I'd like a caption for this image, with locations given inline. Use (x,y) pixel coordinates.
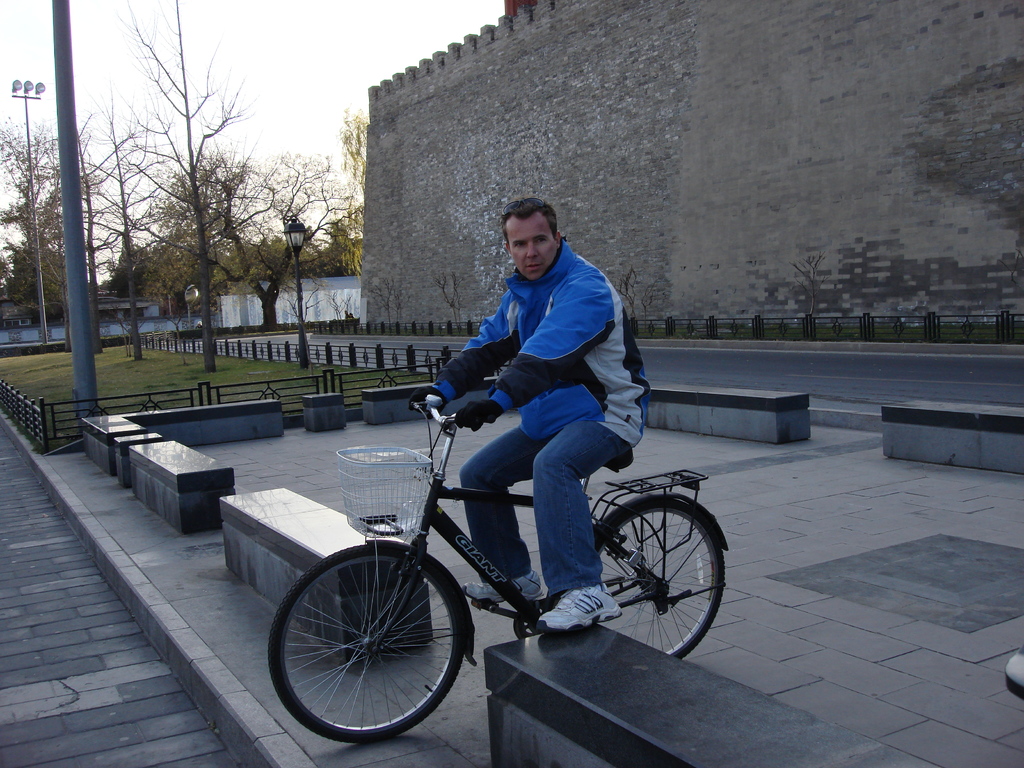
a person (526,413) is riding a bicycle (447,494) on the road (677,466) there are many benches (779,704) near to him there are trees (223,245) building (578,41) and clear sky (284,101).
